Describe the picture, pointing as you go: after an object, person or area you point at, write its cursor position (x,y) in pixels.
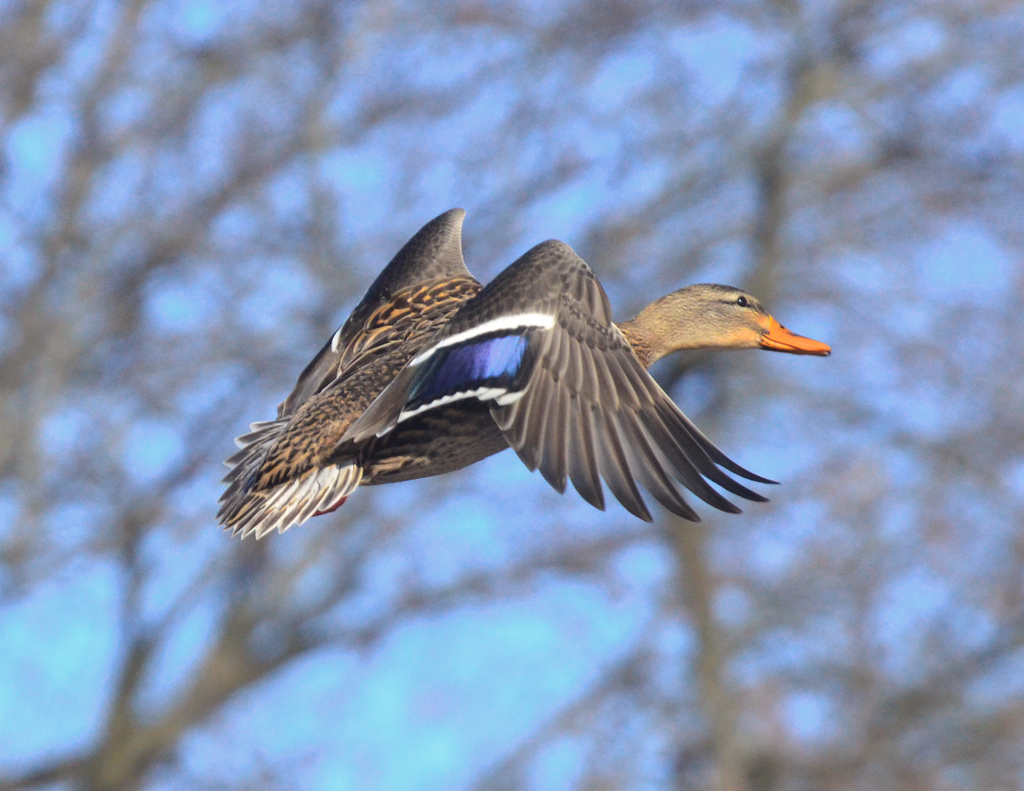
In this picture I can see a bird (423,271) flying and in the background (482,152) I can see trees (897,153) and a blue sky (498,115).
